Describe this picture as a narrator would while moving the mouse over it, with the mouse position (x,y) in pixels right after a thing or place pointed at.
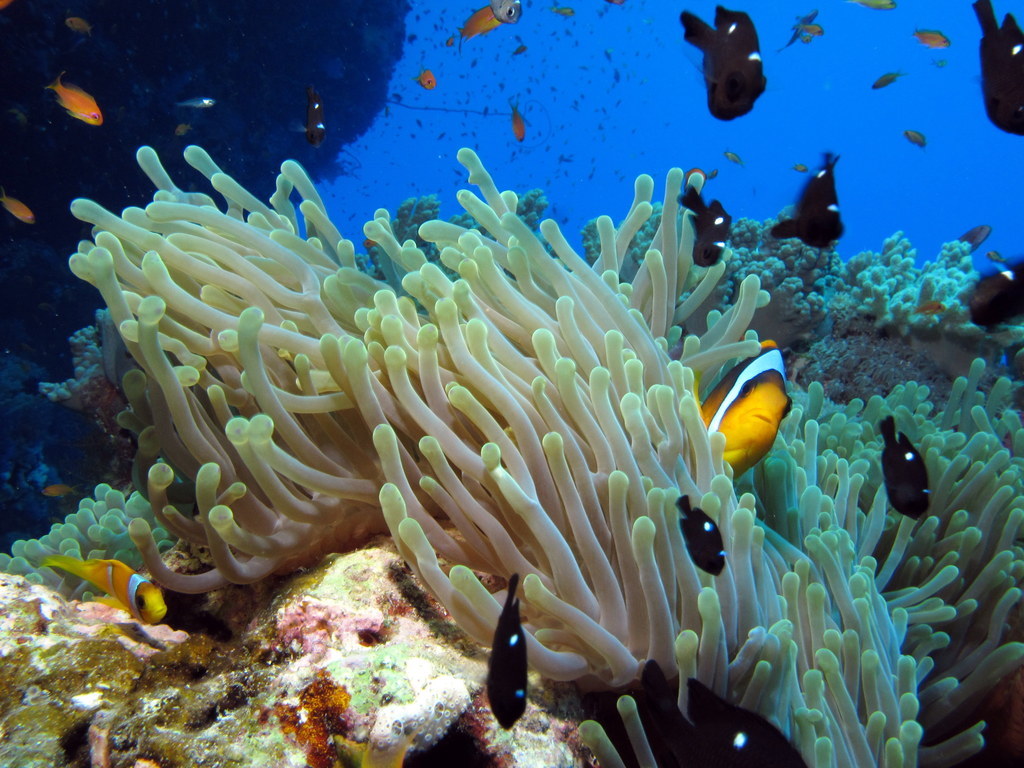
In this picture I can see the inside view of water (458,138) and I can see few sea plants (556,233) and I see number of fish (1001,113).
